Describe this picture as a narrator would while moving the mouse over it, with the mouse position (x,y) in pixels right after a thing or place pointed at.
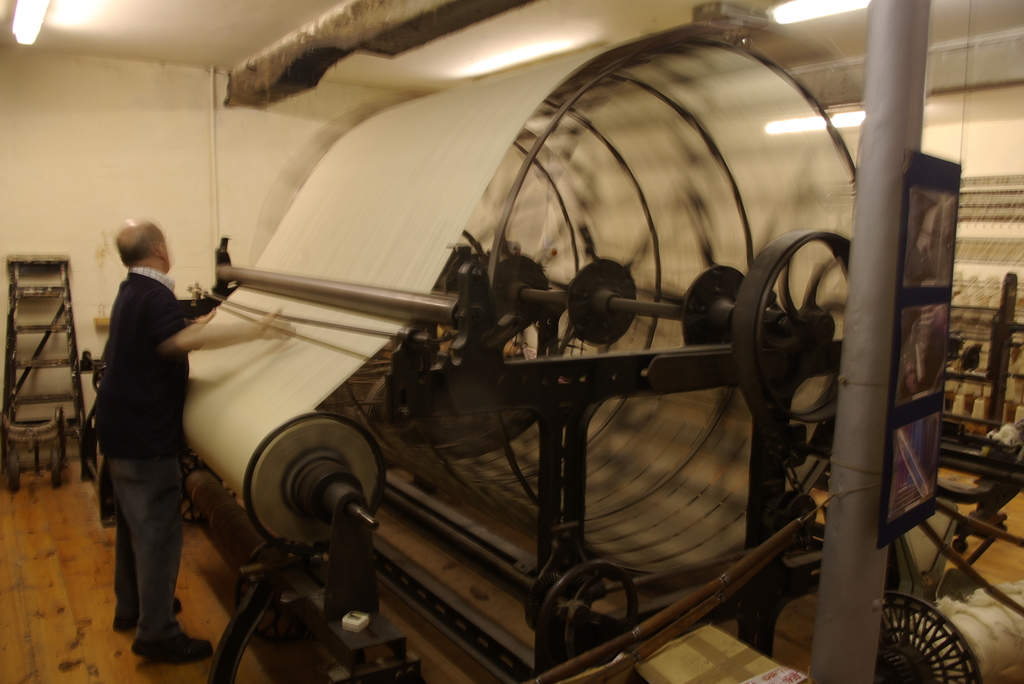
In this picture I can see a machine (664,337) at the center (617,437), on the left side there is a man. At the top (44,9) I can see few lights (44,9).
